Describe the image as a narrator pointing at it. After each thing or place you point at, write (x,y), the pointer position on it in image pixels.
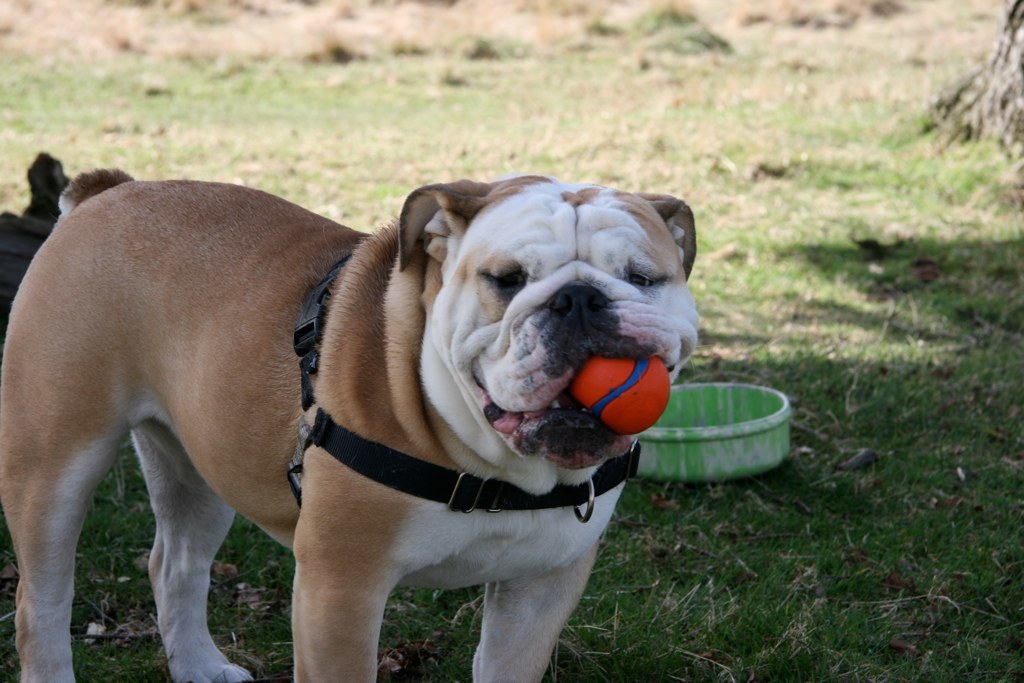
In this picture we can see the white and brown color bulldog (398,382) standing in the front (594,425) and holding a ball (613,399) in the mouth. Behind there is a green color dish vessel (780,444) on the ground (771,531).
